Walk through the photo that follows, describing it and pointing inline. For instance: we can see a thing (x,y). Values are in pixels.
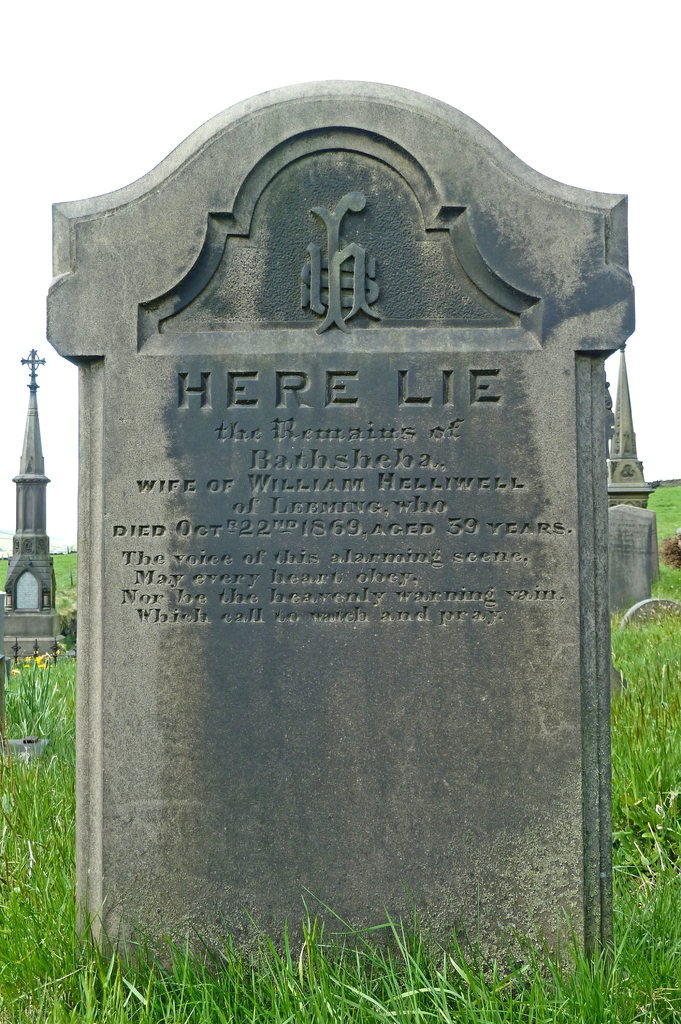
In this picture I can see a stone (393,542) which has something written on it. In the background (35,748) I can see stone objects (32,748), grass (63,749) and the sky (73,493).
